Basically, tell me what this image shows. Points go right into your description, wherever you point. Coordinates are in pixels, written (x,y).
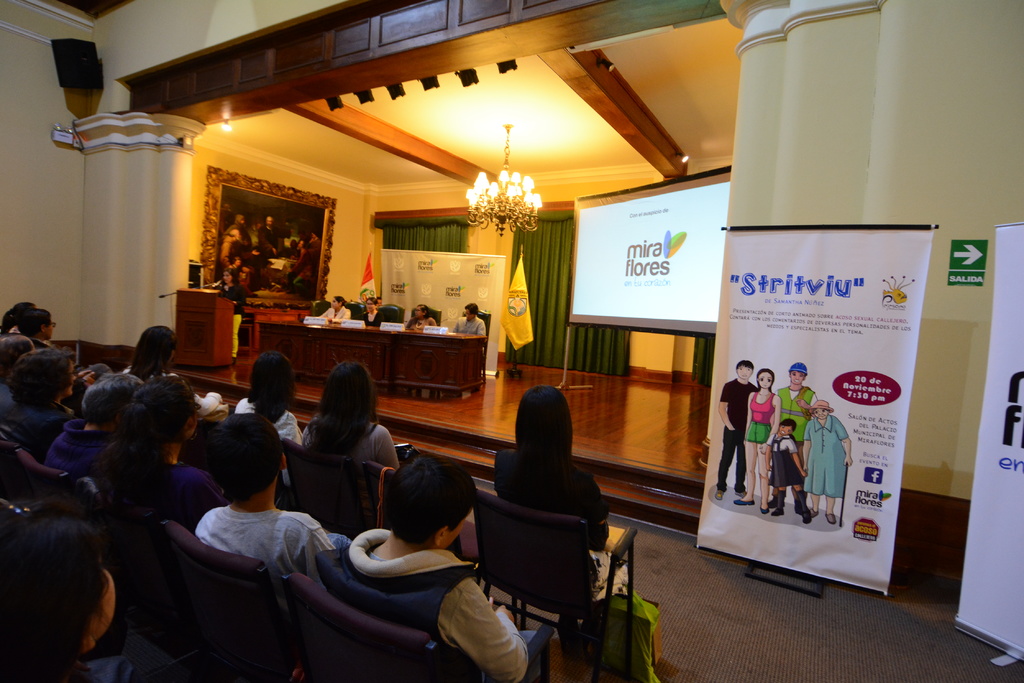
We can see a group of people (259,435) sitting on their chair (234,561), here we can see a lady (227,287) who is near a speech desk (197,305) probably giving a speech, here we can see a table (425,336) and behind the table (405,344) there are four people (424,319) sitting on chairs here there chandelier (505,191) and there is a digital screen (665,216) having mira flores (665,238) and the left top end consists of speaker (78,51) and the right side (886,383) there is some sort of banner (754,341), behind that there is wall (950,177) and on that wall (963,236) there is a sign (970,252).
